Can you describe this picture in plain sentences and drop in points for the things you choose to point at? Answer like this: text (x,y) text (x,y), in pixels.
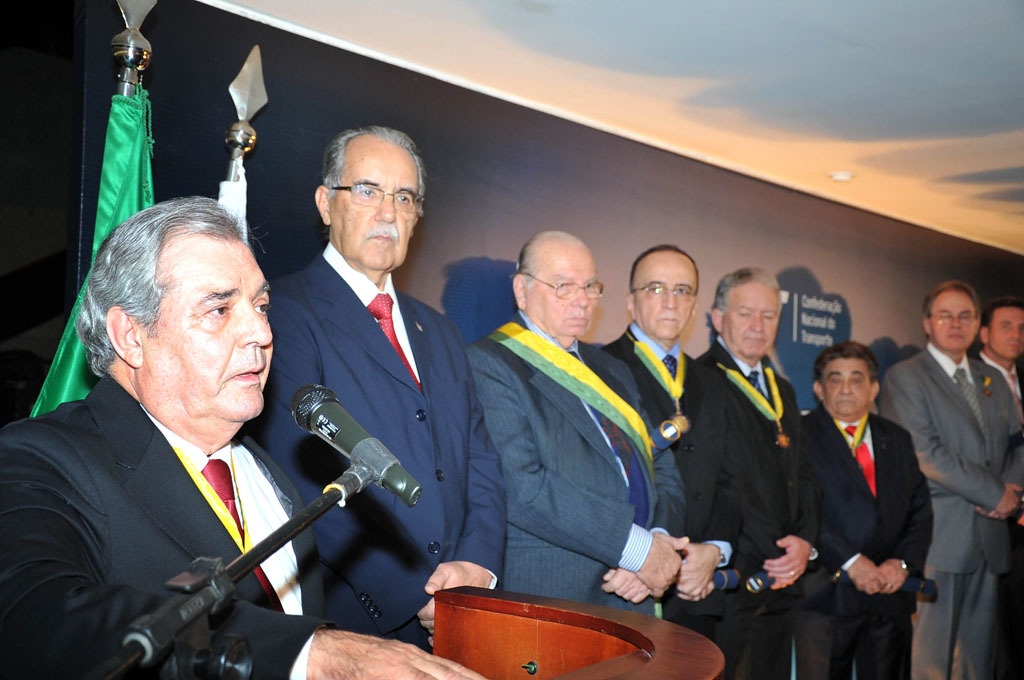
In this picture I can see few people (658,346) standing and I can see a man (207,339) at a podium (453,595) and speaking with the help of a microphone (330,436). I can see couple of flags (106,173) and a board (820,240) with some text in the background (824,302) and I can see a light (837,180) to the ceiling (902,142).
